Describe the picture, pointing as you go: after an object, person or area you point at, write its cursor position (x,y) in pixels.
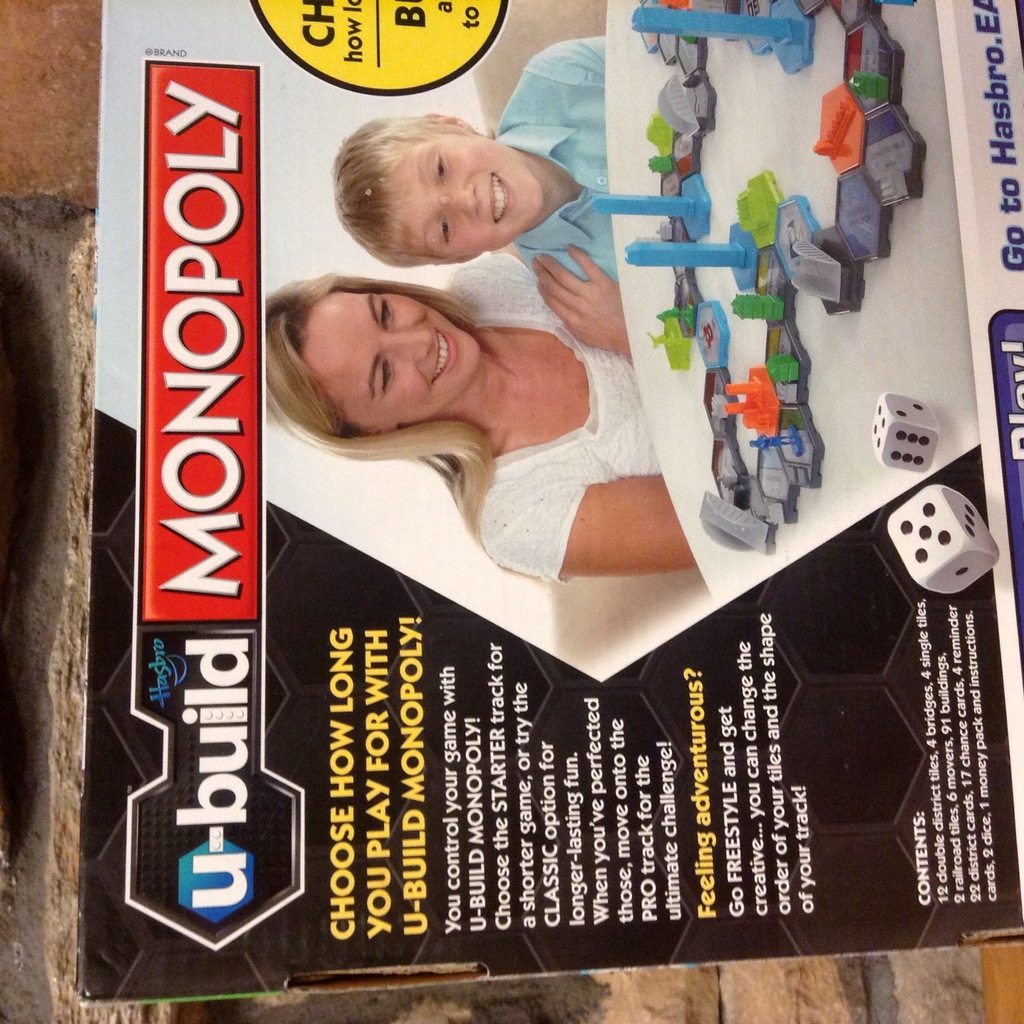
In this image there is a box (878,657) on that box (734,645) there is some text (772,692), dice (923,522) and a woman (559,394) and a boy (566,181).
